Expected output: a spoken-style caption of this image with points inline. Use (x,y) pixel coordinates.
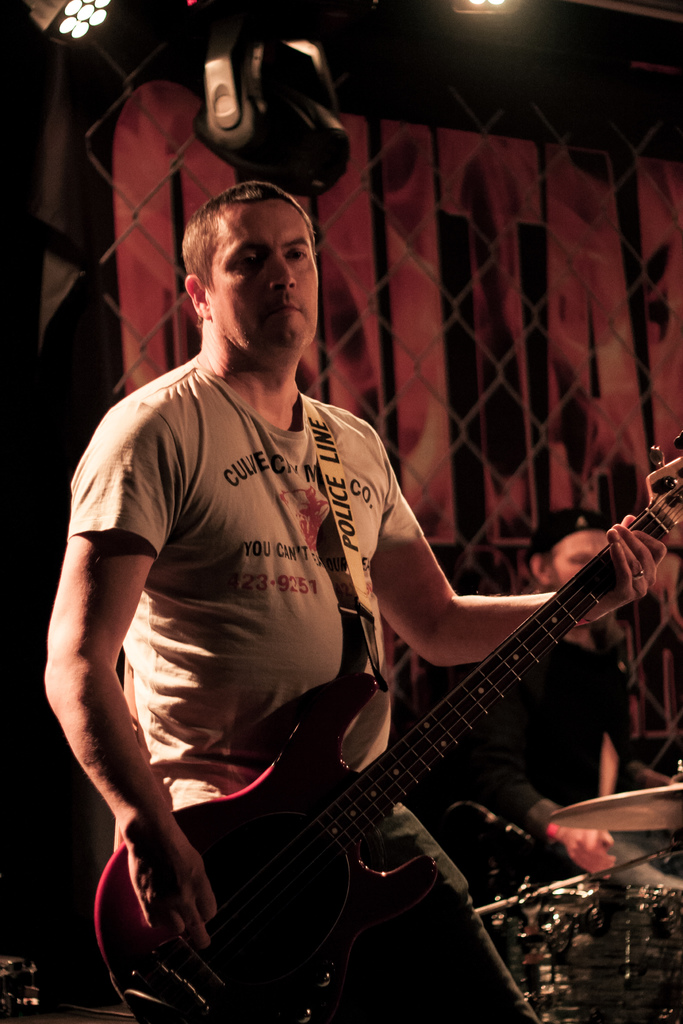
At the top of the picture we can see lights (72,1). Here we can see one man (590,768) sitting and playing drums (593,898). In Front of the picture there is one man (267,601) wearing shirt (267,601). He is standing and holding a guitar (520,645) in his hands (178,920) and playing.
